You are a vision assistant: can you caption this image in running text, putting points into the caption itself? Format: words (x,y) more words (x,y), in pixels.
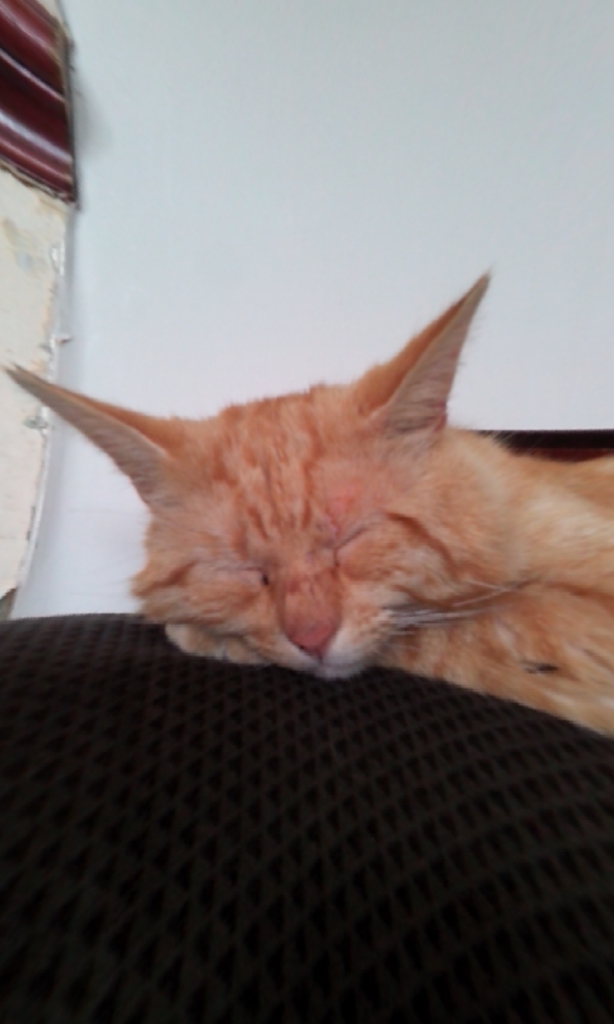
In this image there is a cat (361,488) on a sofa (492,931), in the background (226,314) there is a wall (331,288), in the top left (13,129) there is an object (21,72).
